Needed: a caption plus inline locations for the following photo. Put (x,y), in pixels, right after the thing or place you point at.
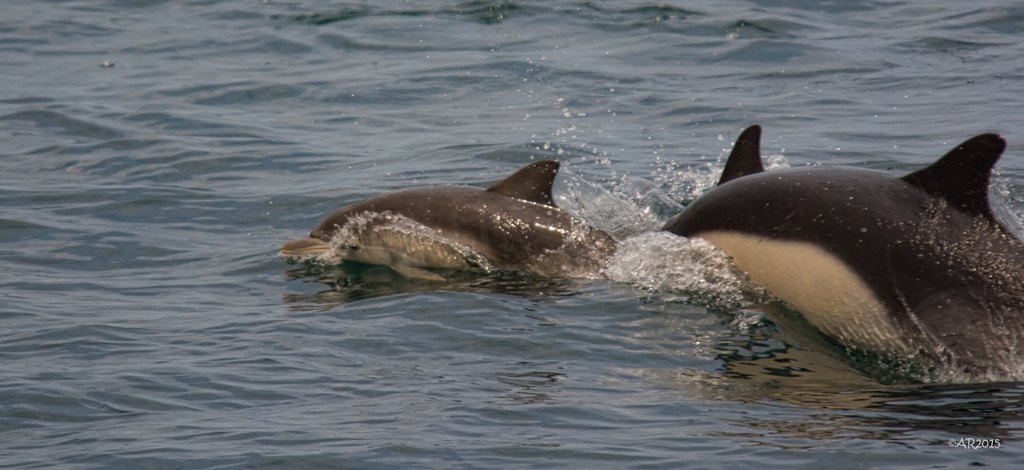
In this picture I can see 3 dolphins (409,211) in the water (376,105) and I can see the watermark (970,440) on the bottom corner of this picture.
